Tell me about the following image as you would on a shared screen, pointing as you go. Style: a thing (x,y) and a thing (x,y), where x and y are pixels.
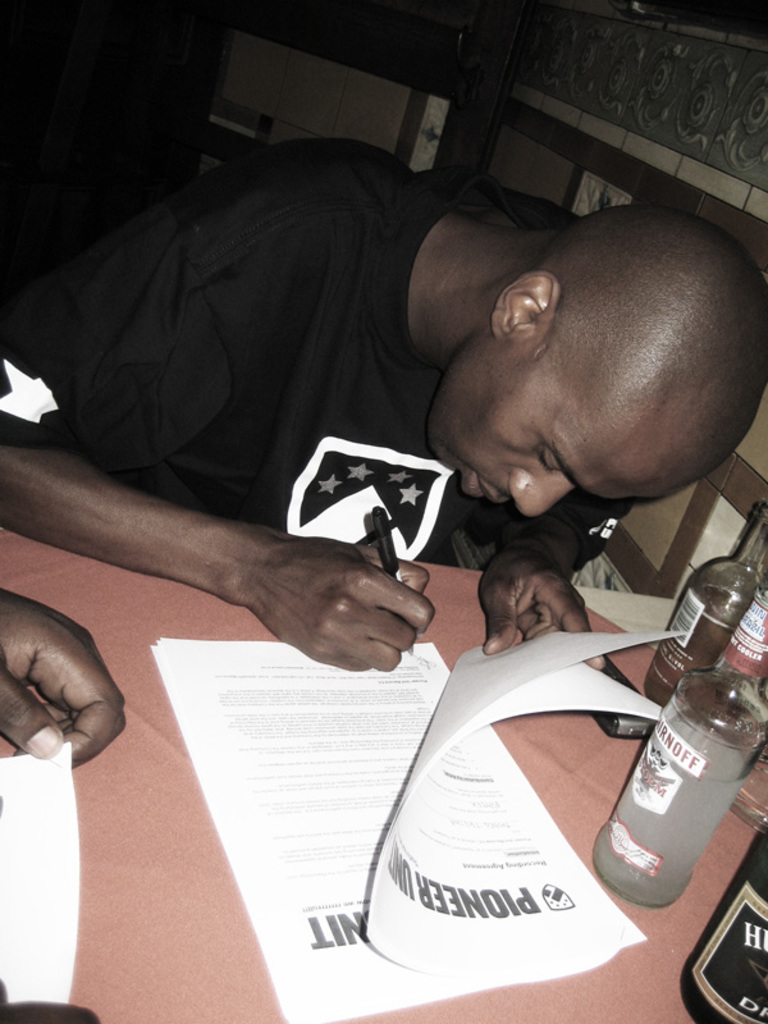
In this image I can see a man (330,336) writing on a paper (358,679) with a pen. The paper (369,714) is placed on a table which is in front of him. Along with the paper (415,732) there are few bottles (704,621). On the left side (31,755), I can see another person's hand (49,714) holding a paper (49,873). In the background (195,138) there are some objects (193,101) in the dark.
